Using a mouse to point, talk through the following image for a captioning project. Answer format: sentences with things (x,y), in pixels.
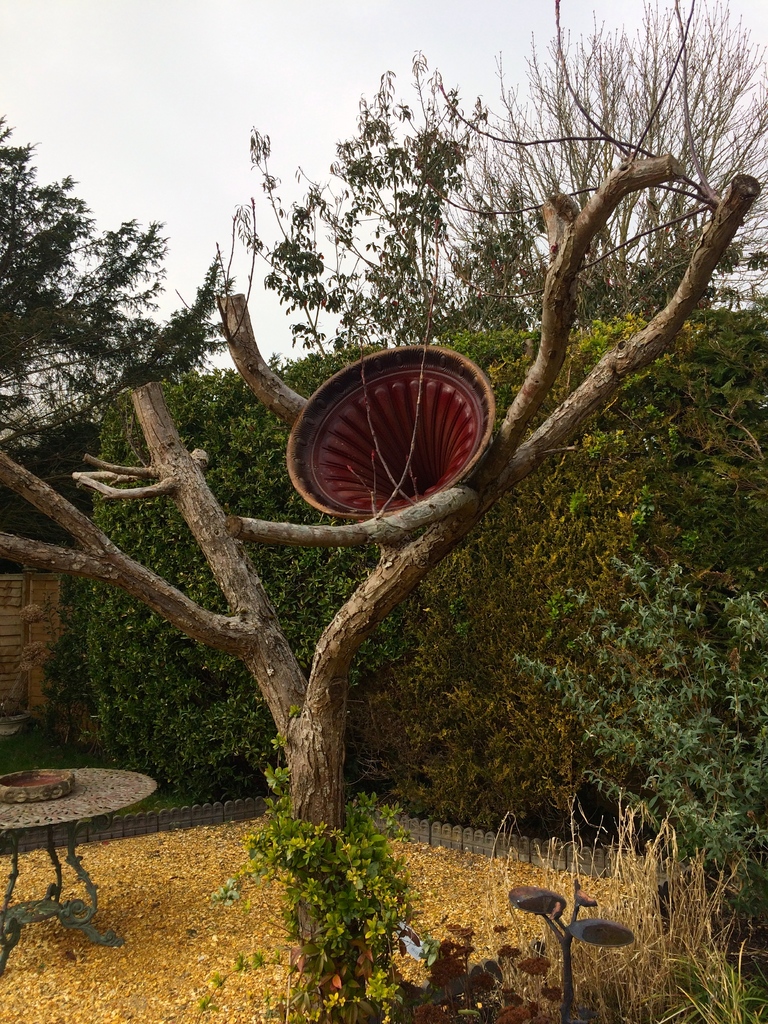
In this image there is the sky (320,108) towards the top of the image (243,123), there are trees (399,553), there are plants (347,844), there is an object (424,454) on the tree (531,441), there is a table (129,781) towards the left of the image (66,778), there is an object (23,781) on the table (56,829), there is an object (568,948) towards the bottom of the image (604,918), there is the grass (624,867).
